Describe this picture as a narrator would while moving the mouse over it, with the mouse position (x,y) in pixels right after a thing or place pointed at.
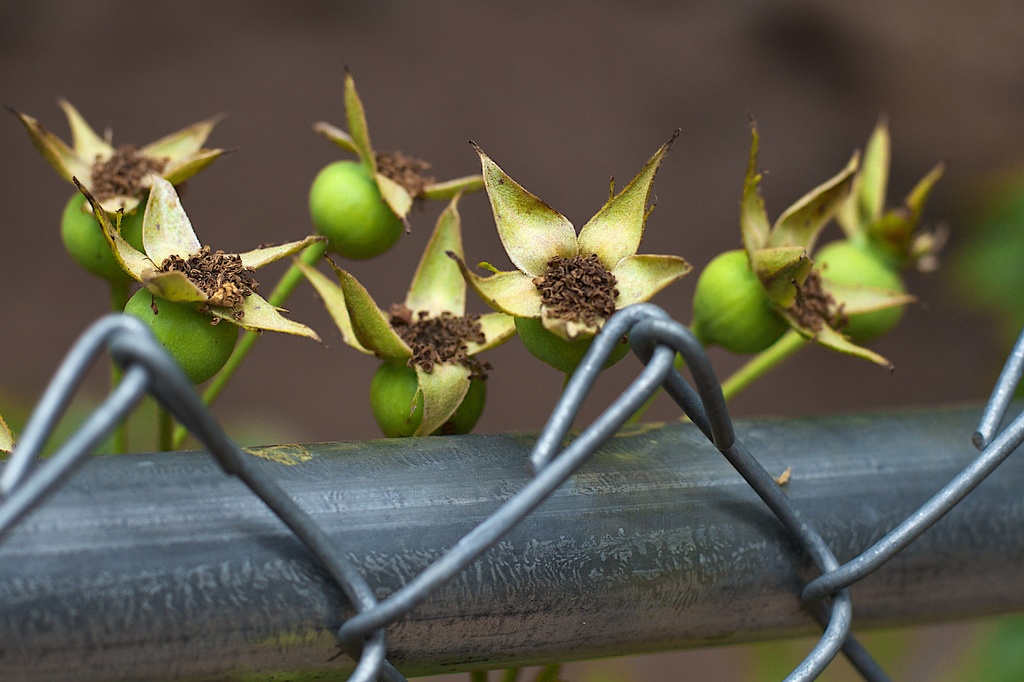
In this picture I can observe green color fruits (331,201). In the bottom of the picture (449,579) I can observe fence (464,548). The background (105,31) is completely blurred.
